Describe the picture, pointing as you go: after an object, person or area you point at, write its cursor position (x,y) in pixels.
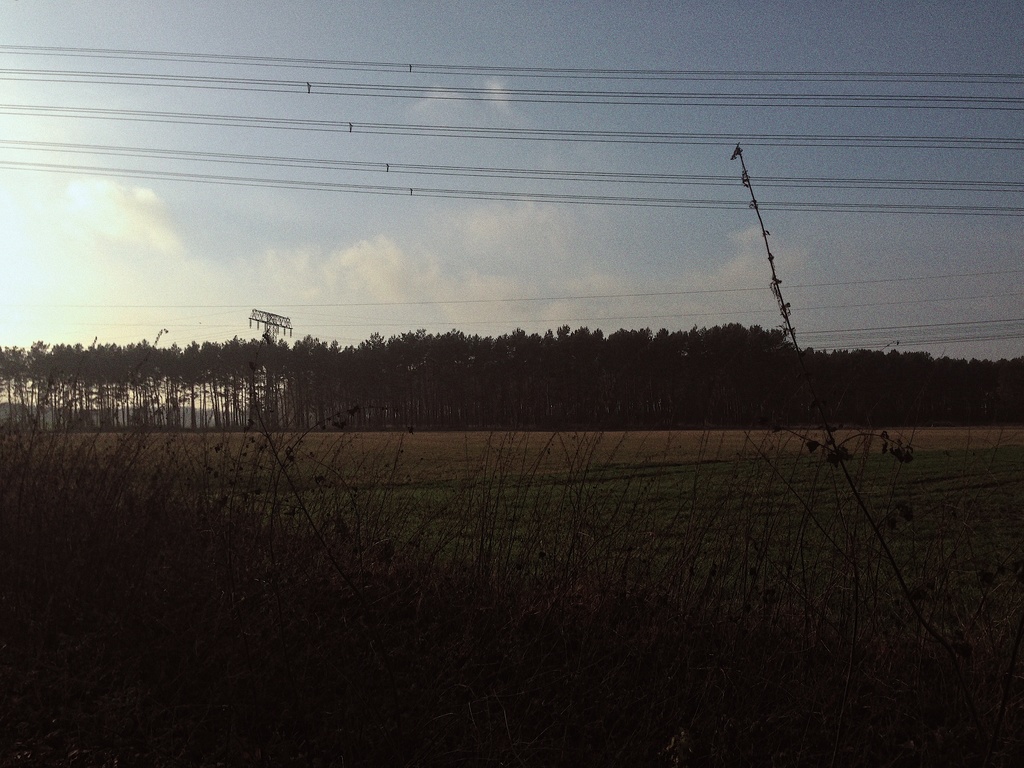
In this image there are some trees (660,426) in the bottom of this image (554,586) and there is a sky (512,232) on the top of this image (445,209). There is a current pole (267,336) on the left side of this image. There are some wires (458,192) as we can see on the top of this image (712,133).
